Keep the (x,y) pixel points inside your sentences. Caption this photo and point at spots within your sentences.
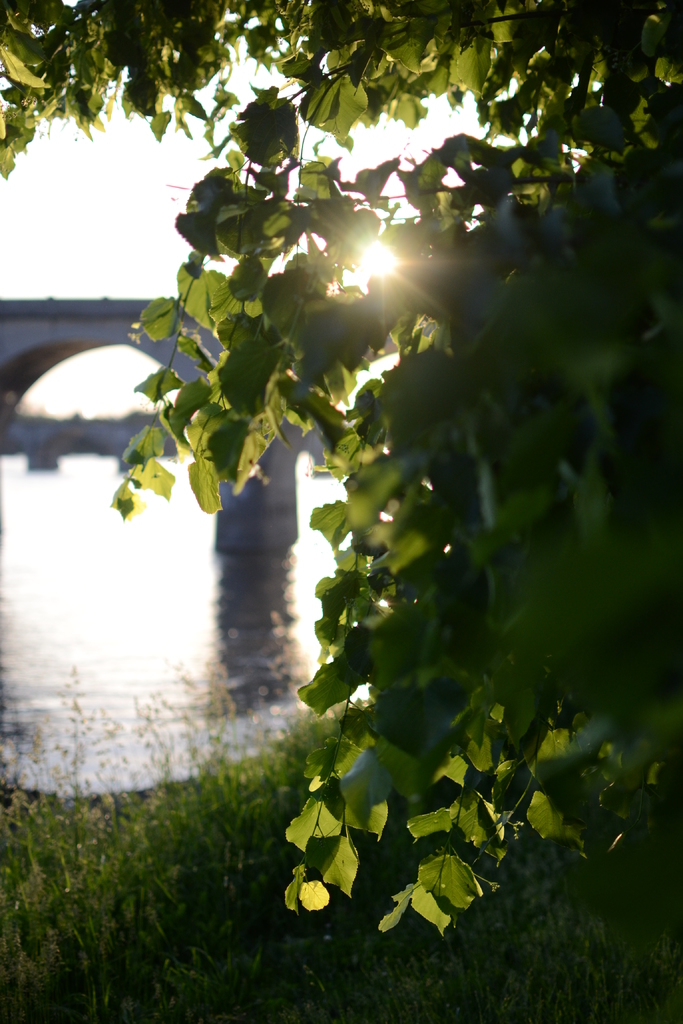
In this image I can see the grass (276,952). On the right side (514,438), I can see the leaves (460,422). In the background (140,546), I can see the water (159,561) and a bridge (75,336).
